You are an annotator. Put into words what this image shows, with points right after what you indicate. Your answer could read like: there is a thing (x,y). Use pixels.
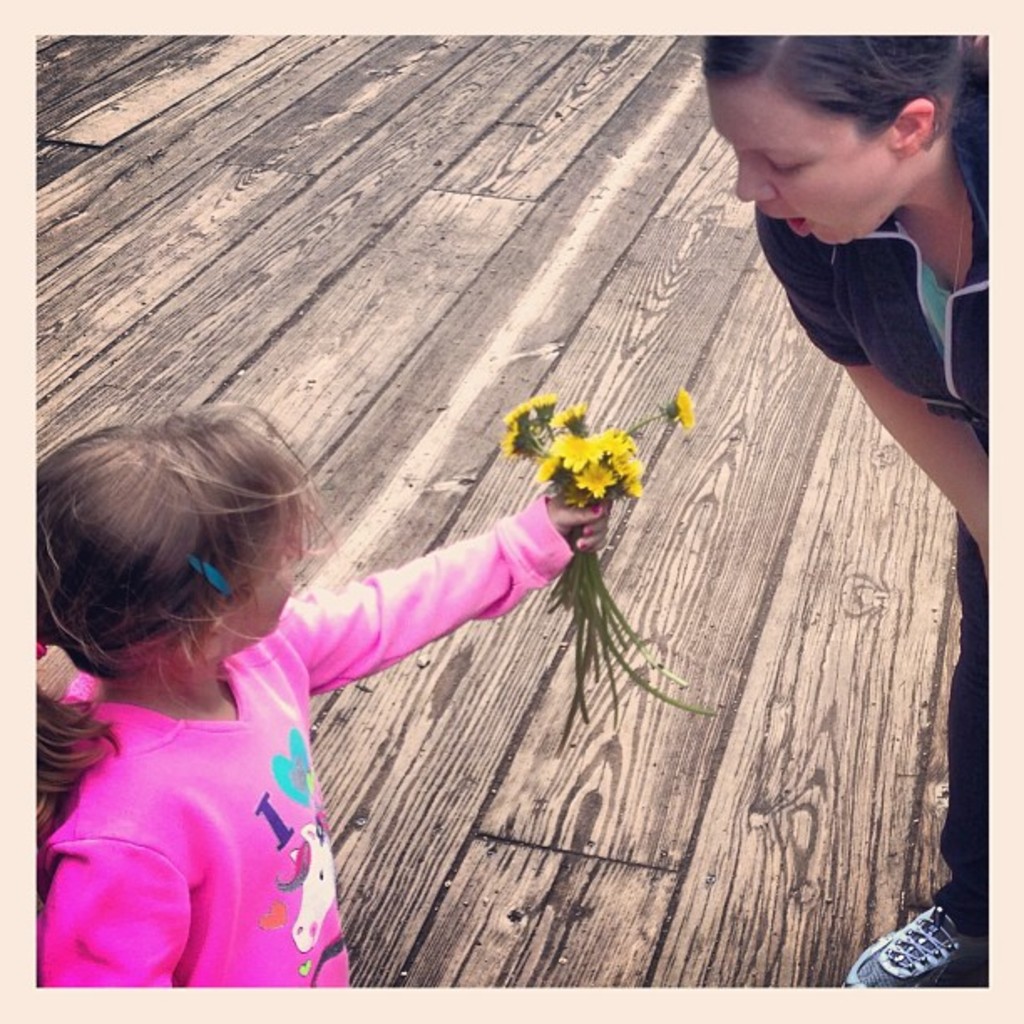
In this image there is a girl (258,765) standing on the wooden floor (527,499) by holding the flowers (581,490). In front of her there is a woman (841,310) who is standing on the floor (937,883). At the bottom (711,910) there is a wooden floor (750,904).
